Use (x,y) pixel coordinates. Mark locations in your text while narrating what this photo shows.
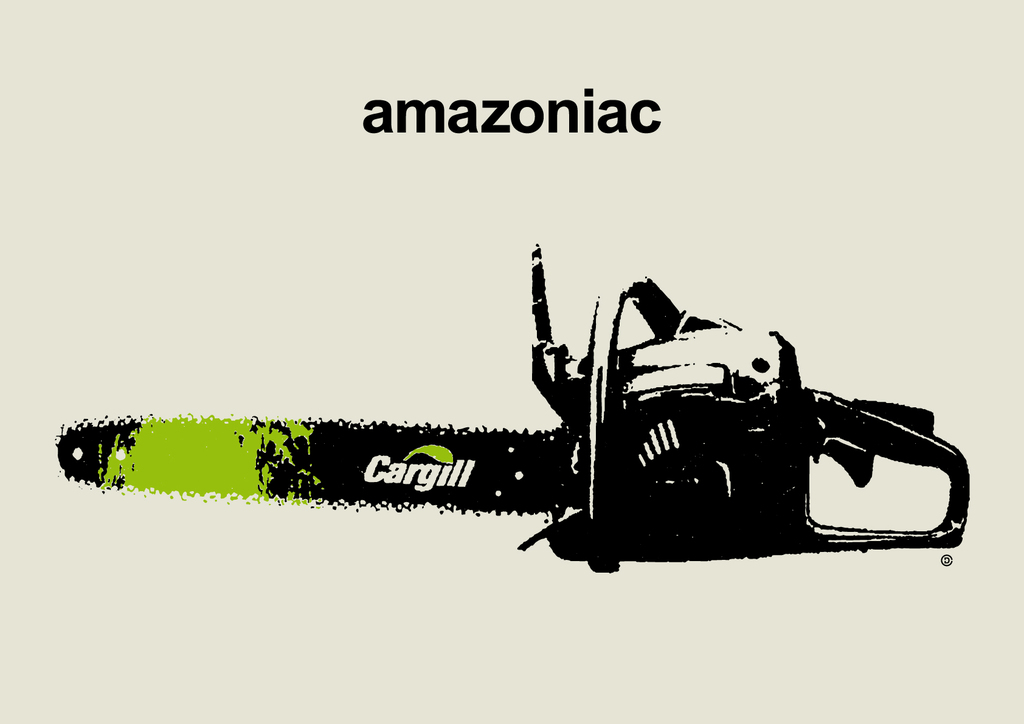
This picture contains the illustration of wood cutter (552,371). It is in black and green color. At the top of the picture (403,125), it is written as "Amazoniac". In the background (392,194), it is white in color.
